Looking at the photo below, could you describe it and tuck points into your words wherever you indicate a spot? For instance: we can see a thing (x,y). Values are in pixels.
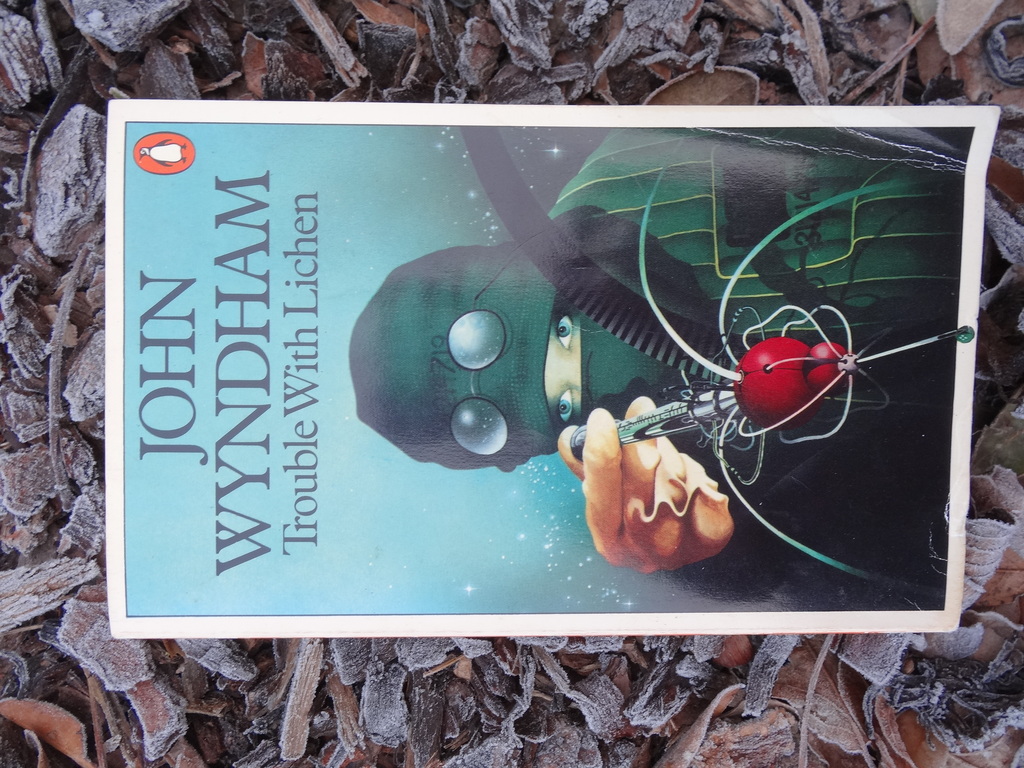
This picture is to be clicked outside. In the foreground (76,557) we can see there are some objects (543,64) lying on the floor (1007,53). In the center (567,270) there is a paper (938,348) on which the text (226,281) is printed and a picture (529,260) of a person (420,348) holding some objects (774,411) is printed.
